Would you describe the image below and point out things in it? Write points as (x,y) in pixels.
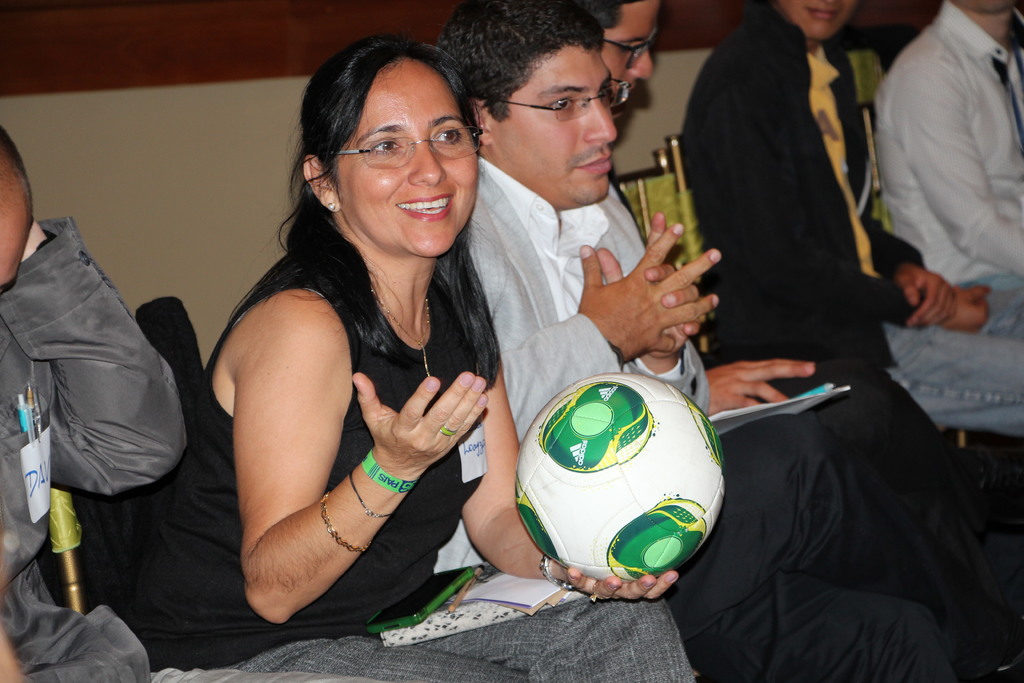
As we can see in the image there are few people (469,304) sitting on chair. The women (449,503) who is sitting here is holding ball (636,498) in her hand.
